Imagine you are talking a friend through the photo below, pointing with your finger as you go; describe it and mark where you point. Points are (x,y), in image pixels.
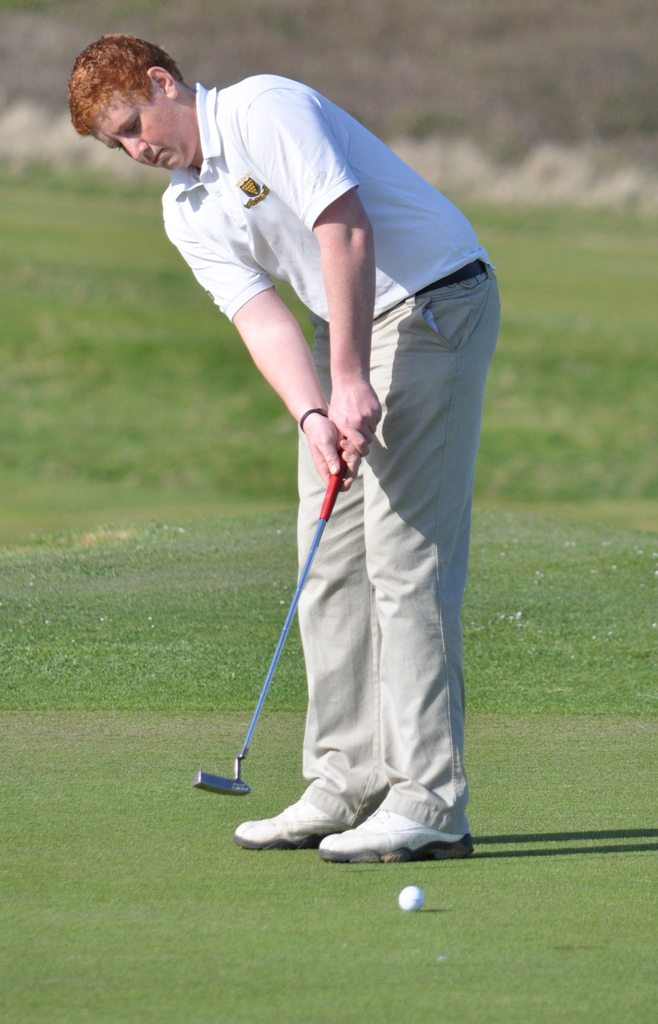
This image consists of a person (384,621). He is holding a golf club (221,780). There is a ball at the bottom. He is wearing a white shirt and shoes (329,837).
